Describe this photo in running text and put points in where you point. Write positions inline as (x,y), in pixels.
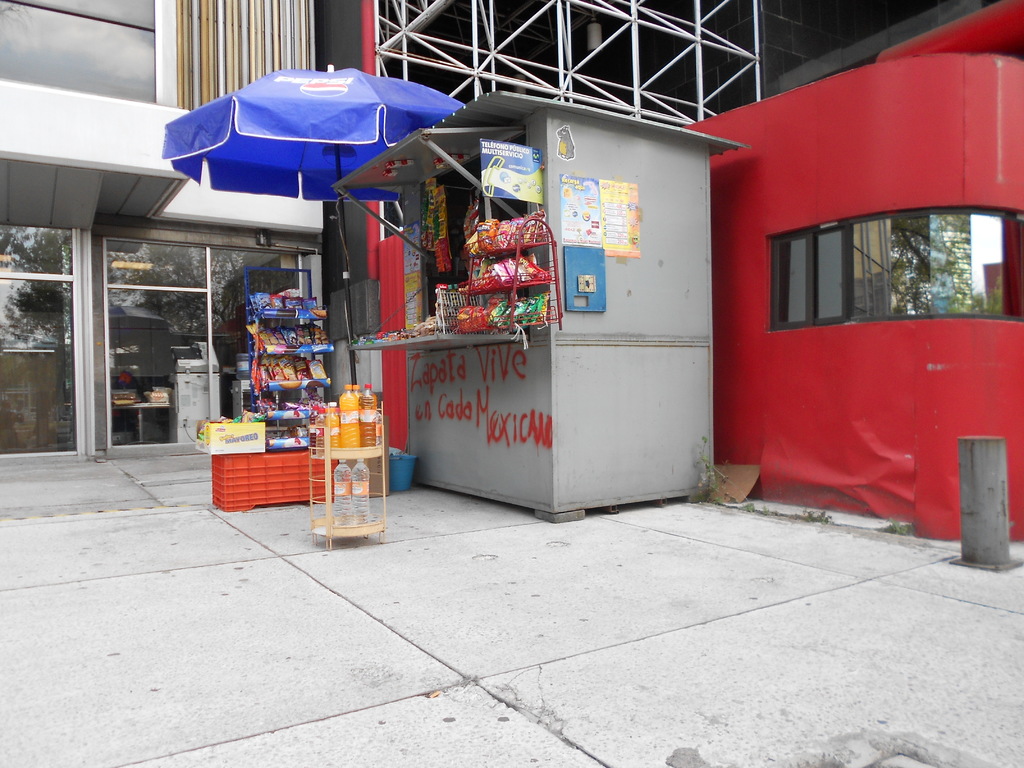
In this image we can see the buildings (14,178). On the buildings (264,209) we can see the glasses (239,298) and on the glasses (236,361) we can see the reflection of the trees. In front of the buildings (105,334) we can see an umbrella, few objects (486,293) on a rack (377,518), few objects (343,438) on the floor (310,518) and a booth (615,362). Inside the booth (610,380) we can see few objects (517,223).
